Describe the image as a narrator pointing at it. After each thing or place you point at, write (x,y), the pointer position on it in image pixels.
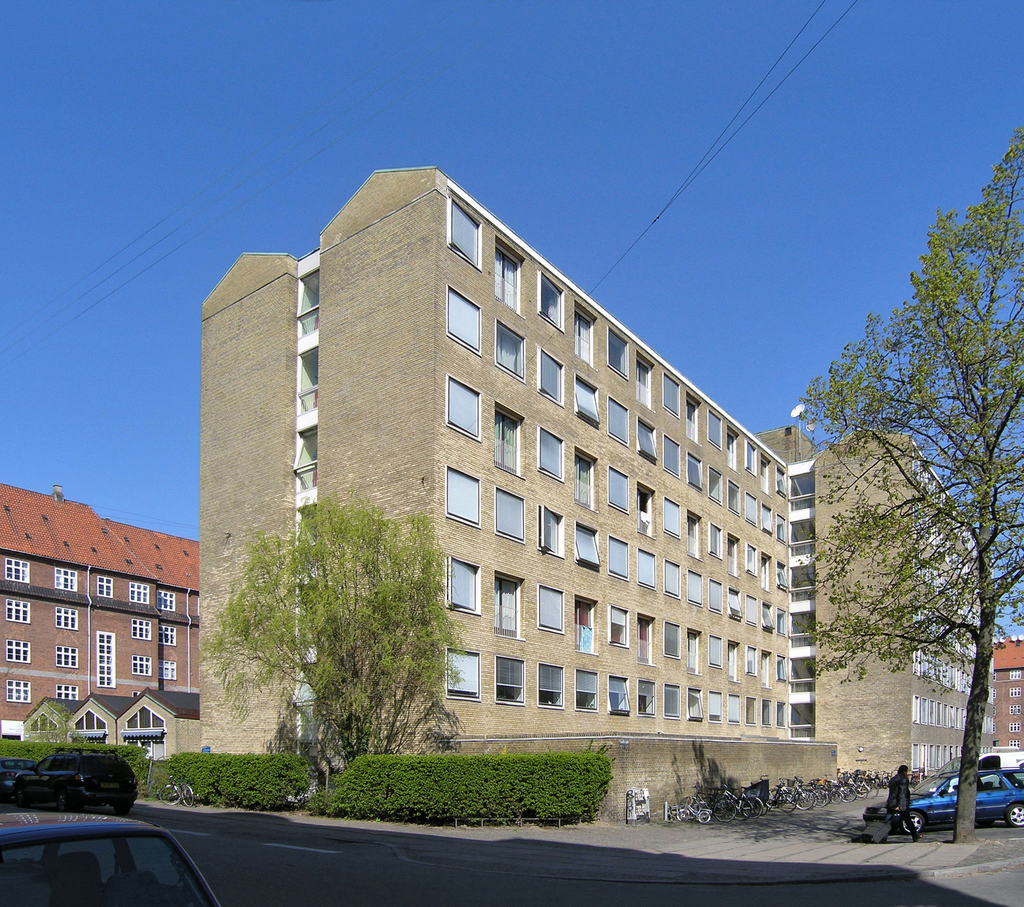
In this image we can see the buildings (460,644). In front of the buildings (710,727) we can see the plants (561,795), trees (327,724) and the vehicles (981,811). On the right side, we can see a person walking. At the top (513,121) we can see the sky (80,170) and the wires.
